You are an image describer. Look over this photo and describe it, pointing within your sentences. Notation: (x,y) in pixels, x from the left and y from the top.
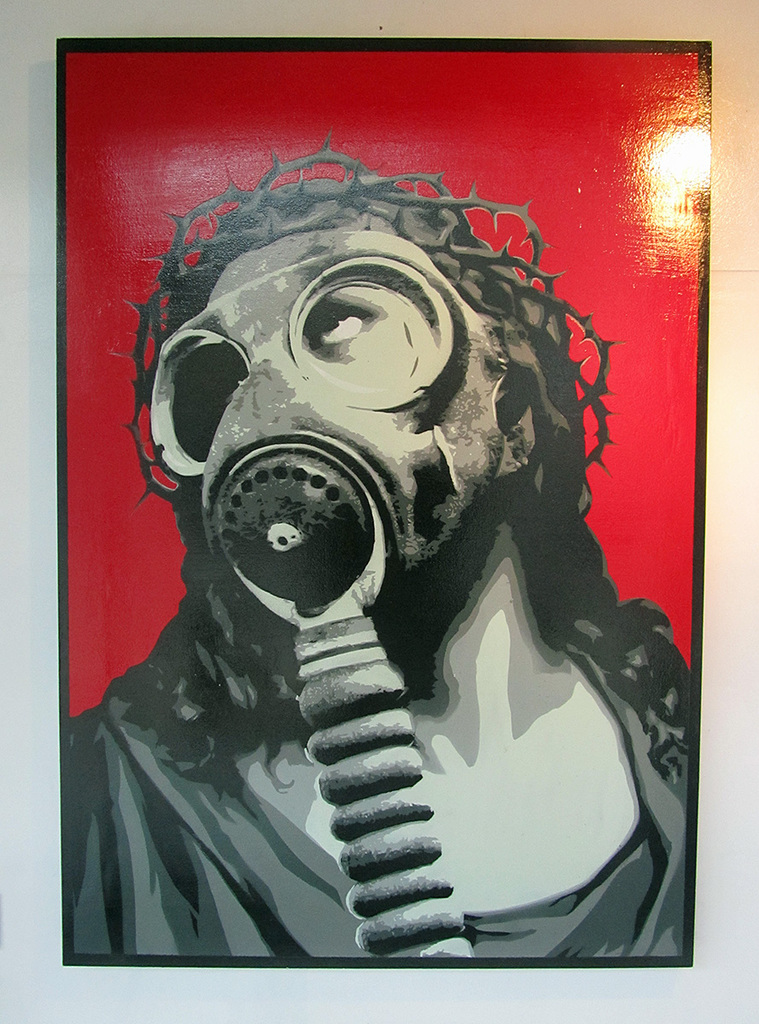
In the image we can see a painting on the wall (260,999).
